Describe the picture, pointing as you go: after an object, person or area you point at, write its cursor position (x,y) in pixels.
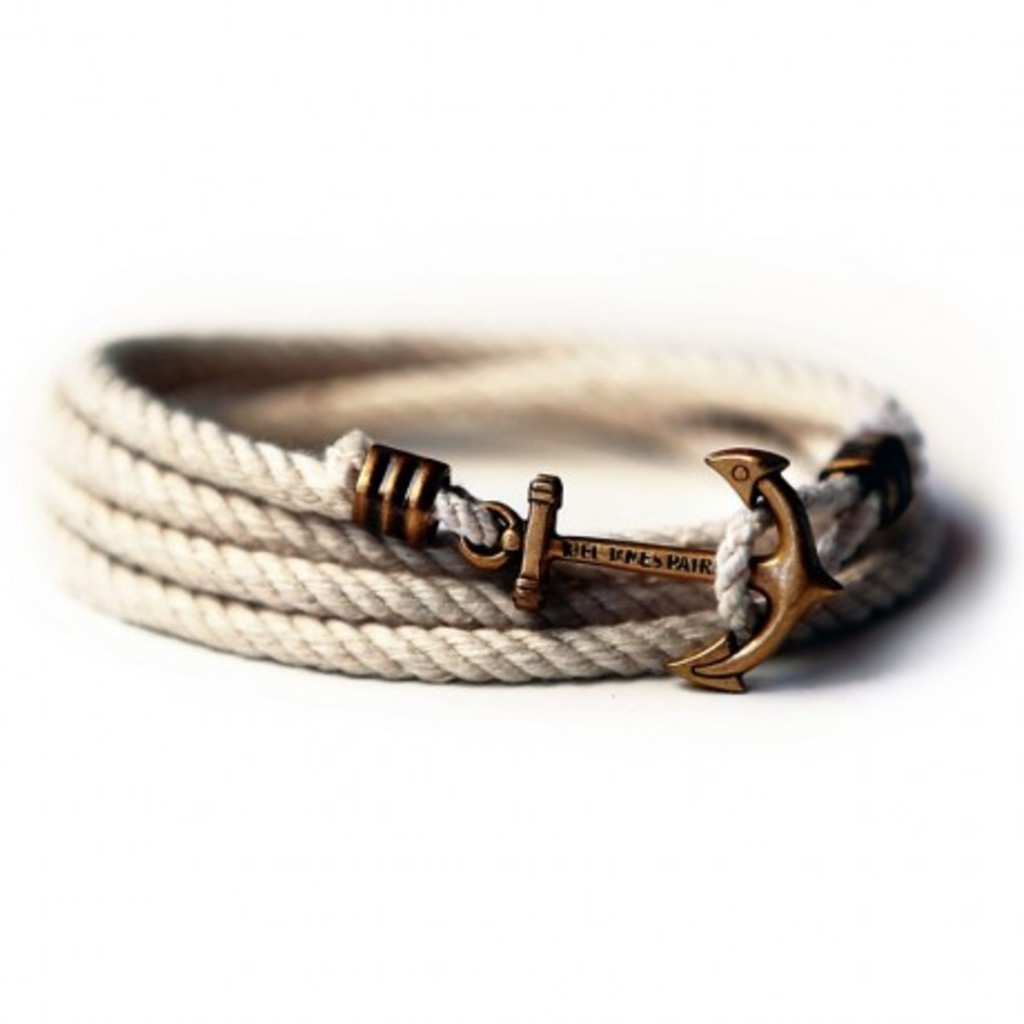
In this image we can see a bracelet (480,612).
